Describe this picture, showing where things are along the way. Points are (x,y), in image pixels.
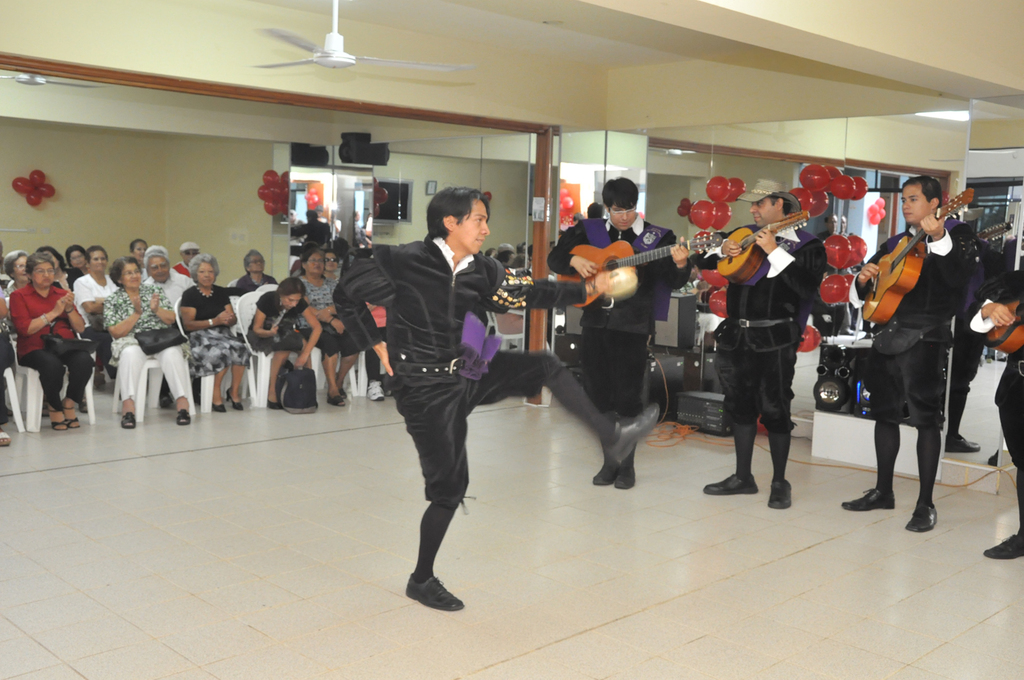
In this picture there is a boy (454,229) in the center of the image (524,301), he is dancing and there are people (928,269) on the right side of the image (903,363), they are playing guitars (601,256) and there are speakers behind them, there are other people (328,316) those who are sitting on the chairs (256,382) on the left side of the image (56,421), there is a fan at the top side of the image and there are balloons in the background area of the image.
